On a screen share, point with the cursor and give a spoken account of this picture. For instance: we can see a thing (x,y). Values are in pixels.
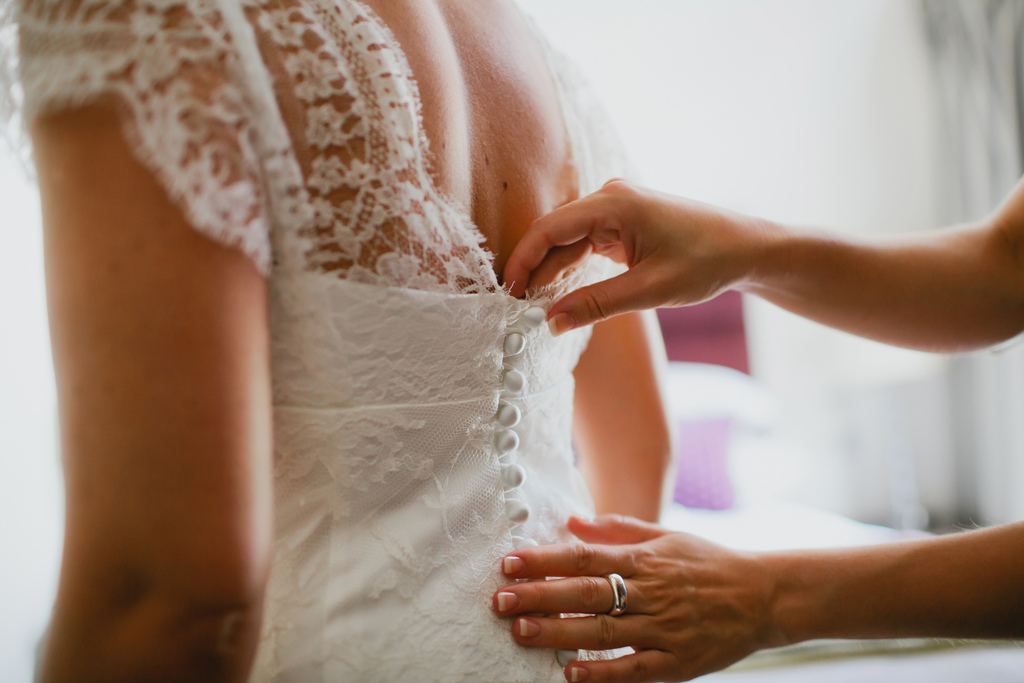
There is a lady (301,218) wearing white gown (391,478). And another person (585,309) wearing a silver ring (616,587) is touching the lady (611,326). In the background (722,116) it is blurred.
